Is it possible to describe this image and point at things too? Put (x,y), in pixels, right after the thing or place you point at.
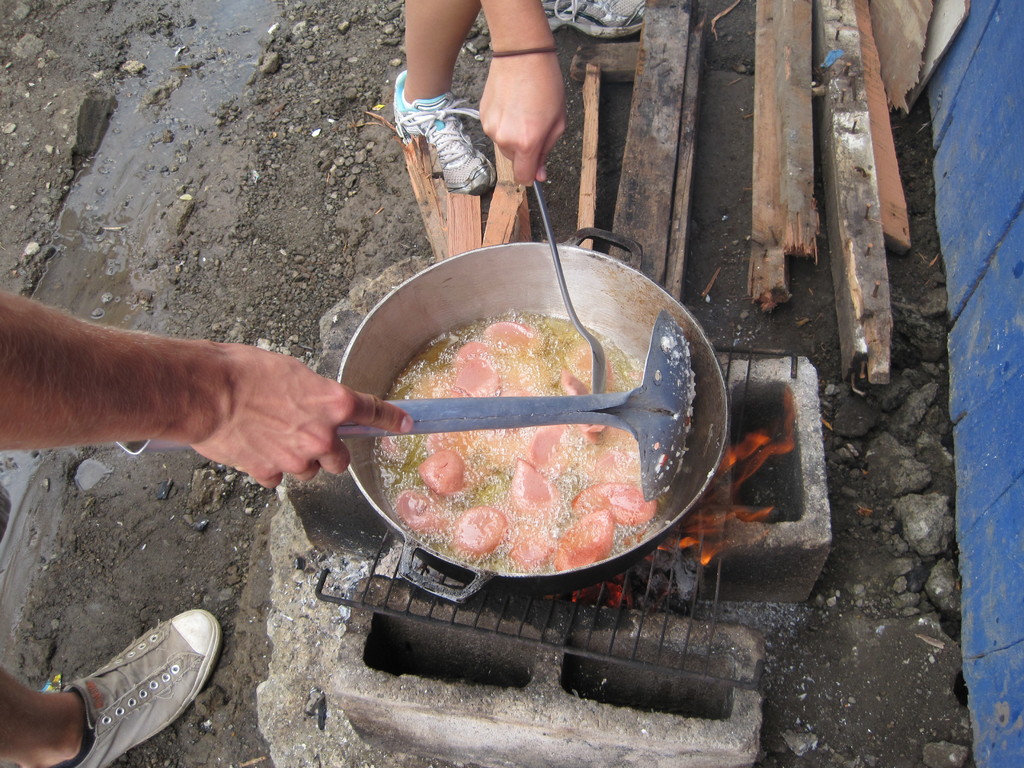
In this picture we can see two persons (233,412), there is fire (693,547) and a grill (692,599) here, we can see a pan (583,570) here, there is some oil (579,451) and food (546,457) in the pan (711,412), we can see some wood (870,163) here.
